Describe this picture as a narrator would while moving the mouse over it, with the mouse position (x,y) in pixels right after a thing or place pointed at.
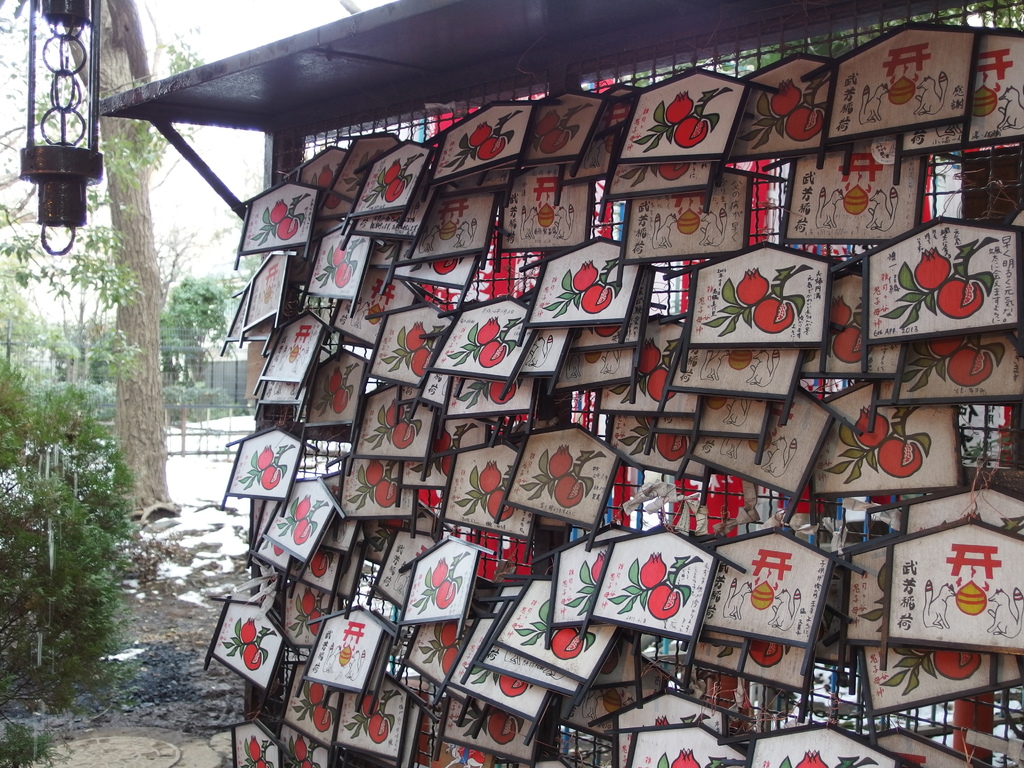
In this image we can see a mesh wall (525,548). On that there are many boards (510,625) hanged. On the boards (501,301) there are images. On the left side (80,406) there are trees (80,406). Also we can see an object (72,77) at the top (52,2).
